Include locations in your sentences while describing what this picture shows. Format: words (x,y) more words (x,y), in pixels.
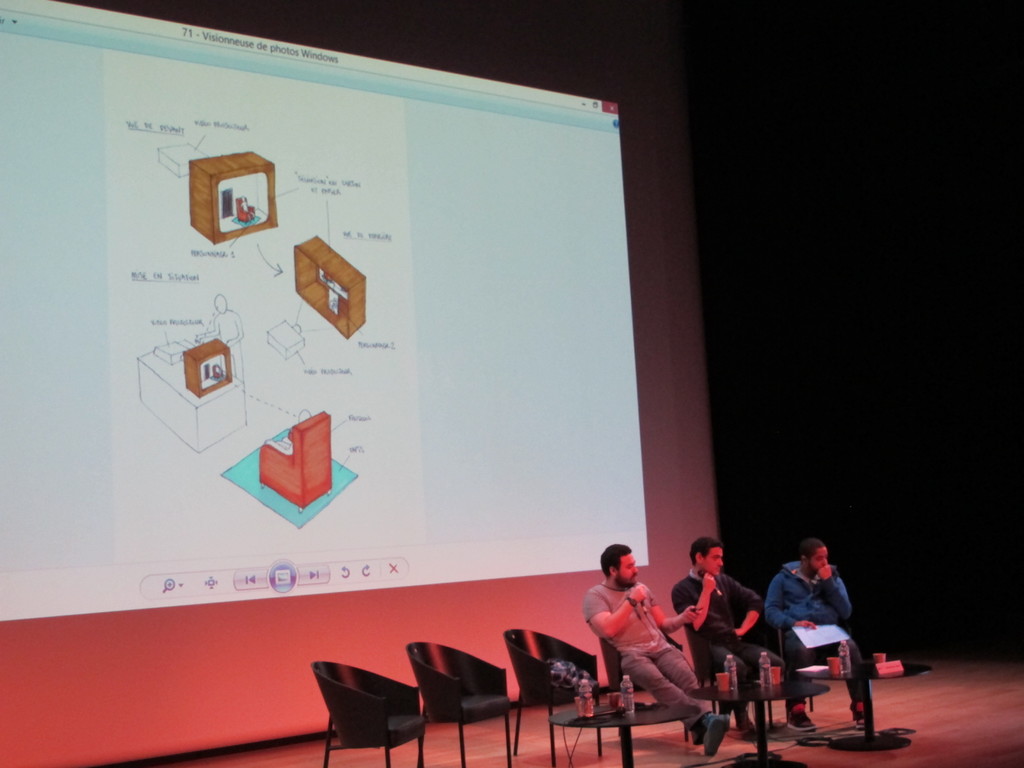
in this image, we can see a platform (938,744). on platform (925,751), there are three tables (842,747). on top of the table (624,722), we can see a water bottle (766,677) and glasses (835,667). here we can see a name board (895,672). there are 3 people (731,625) sat on the chair (781,634). and two peoples (689,597) are holding microphone (705,579). and third one (835,616) holding a file (834,634). there are 6 chairs (538,698) on the floor (425,739). we can see a screen (350,505) as a background (354,522).
